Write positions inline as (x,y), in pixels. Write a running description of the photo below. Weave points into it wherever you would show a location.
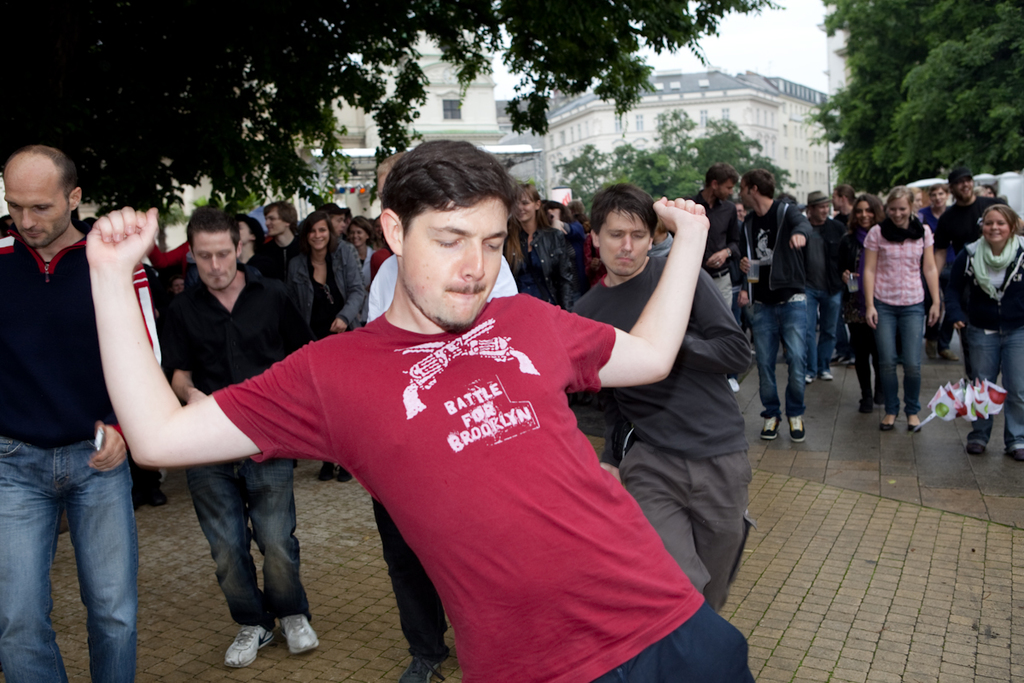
In this image I can see number of people (515,248) are standing. I can see few of them are wearing jackets (776,207) and few of them are wearing t shirts (626,657). In background (358,112) I can see number of trees (587,71), buildings (701,107) and over here I can see white colour thing (939,406).
